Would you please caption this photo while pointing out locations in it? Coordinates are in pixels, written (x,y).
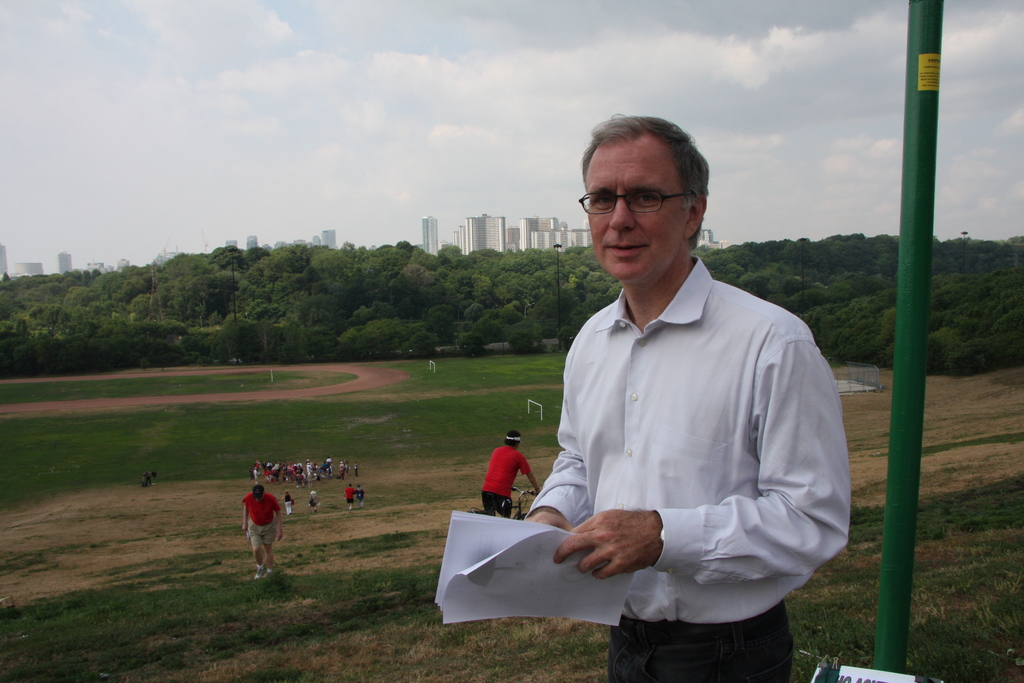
In this image we can see a person (626,357) wearing specs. He is holding papers (542,579). Near to him there is a pole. In the back (323,470) there are many people (251,471). One person (503,499) is on a cycle (518,511). On the ground (197,451) there is grass (368,461). In the background (399,313) there are trees (375,298), buildings (458,245) and there is sky (453,110) with clouds (453,110).
